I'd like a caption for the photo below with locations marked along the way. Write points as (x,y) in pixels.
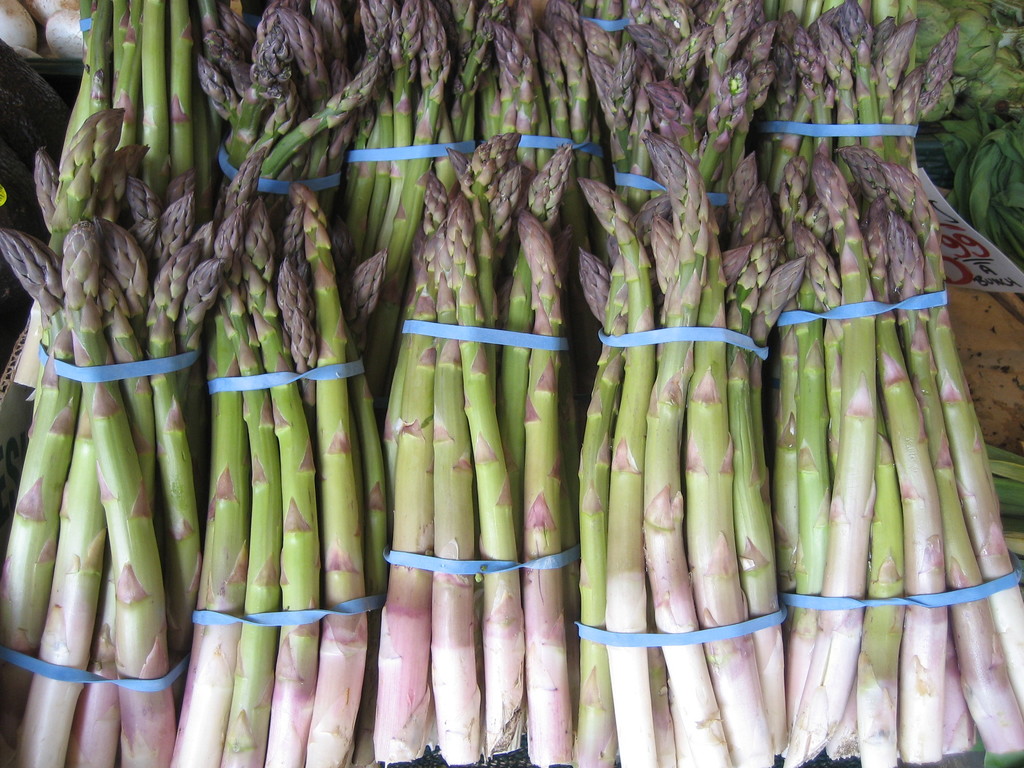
In this picture there are different types of vegetables (656,208). On the right side of the image (1004,281) there is a paper (944,252) and there is text (959,243) on the paper (977,274). On the left side of the image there is a cardboard box (0,406) and there is text (12,481) on the box (9,507).
